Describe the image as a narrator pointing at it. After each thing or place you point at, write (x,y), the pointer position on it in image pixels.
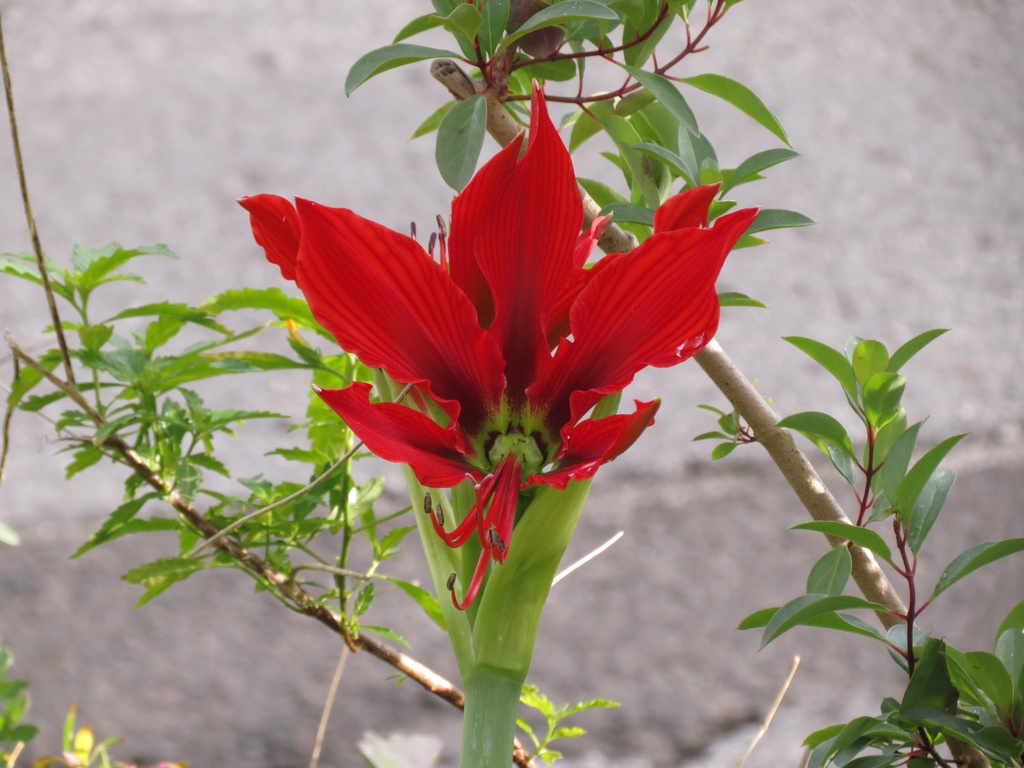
In the image we can see a flower (466,322), red in color. This is a stem (714,352), leaves (171,419) and the background (893,226) is blurred.
